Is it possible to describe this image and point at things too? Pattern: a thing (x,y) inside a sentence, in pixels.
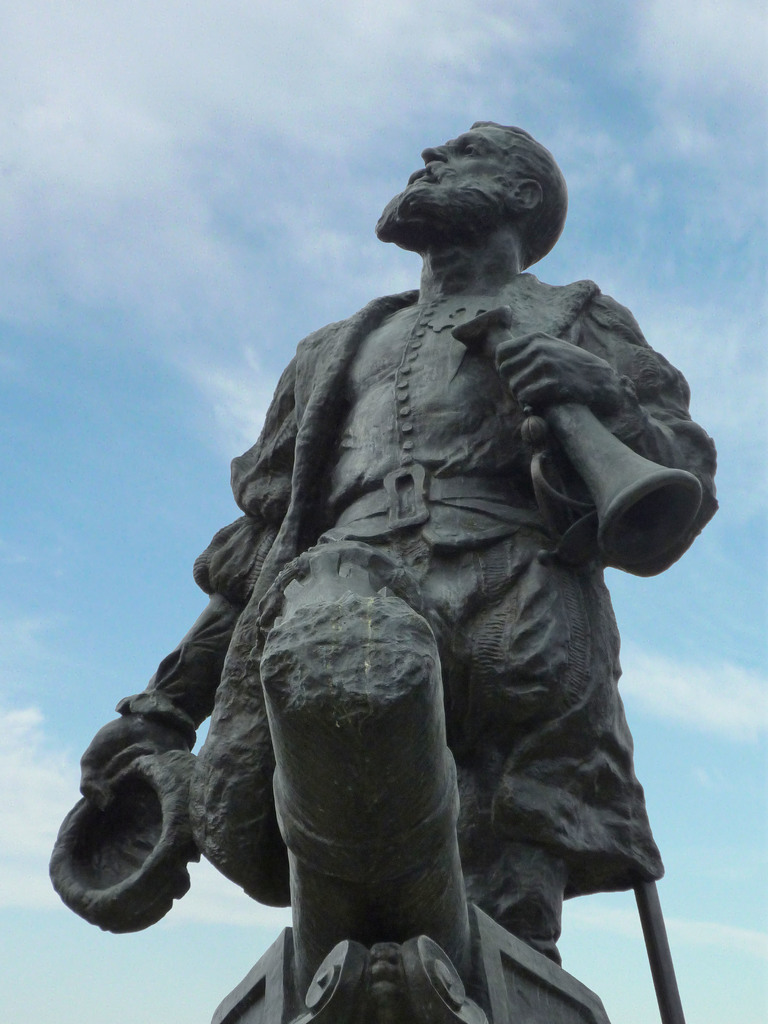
In this picture we can see a statue (552,450) in the front (540,374), there is the sky (294,194) at the top of the picture (192,176).
